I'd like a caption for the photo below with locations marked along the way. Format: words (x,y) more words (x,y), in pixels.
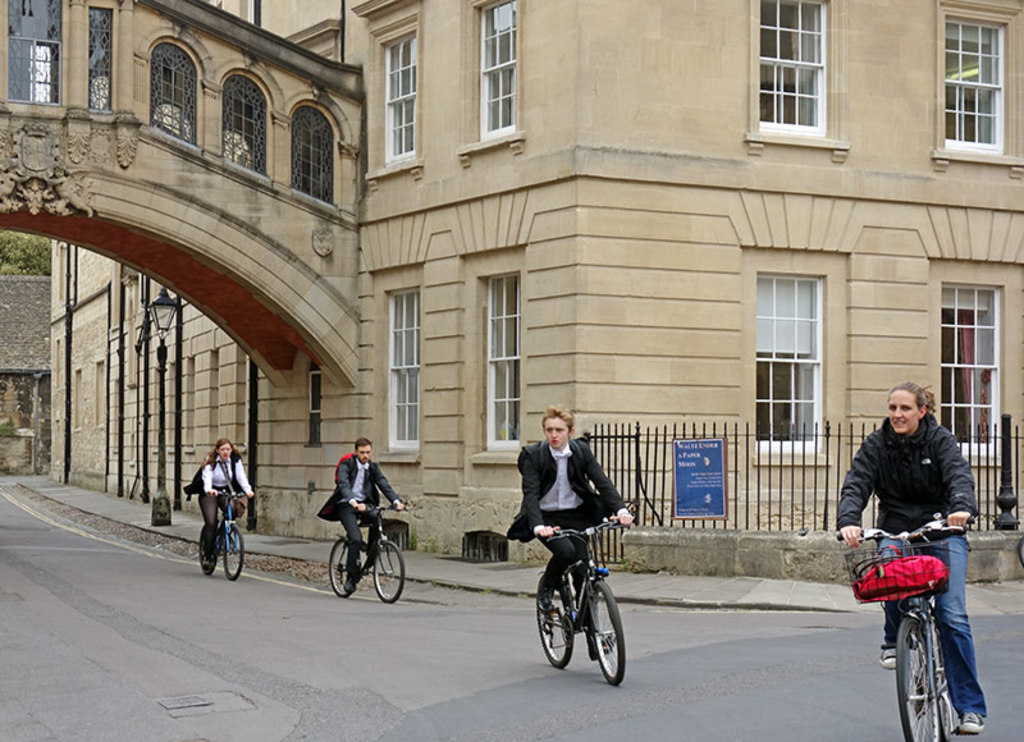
In this image, there are four persons (544,442) riding a bicycle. In the background of the image (495,487), there is a building (835,56) and there are windows (810,77) visible. In the background (49,249) middle left, there are trees (18,265) visible. And this picture is taken during a day time on the road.
